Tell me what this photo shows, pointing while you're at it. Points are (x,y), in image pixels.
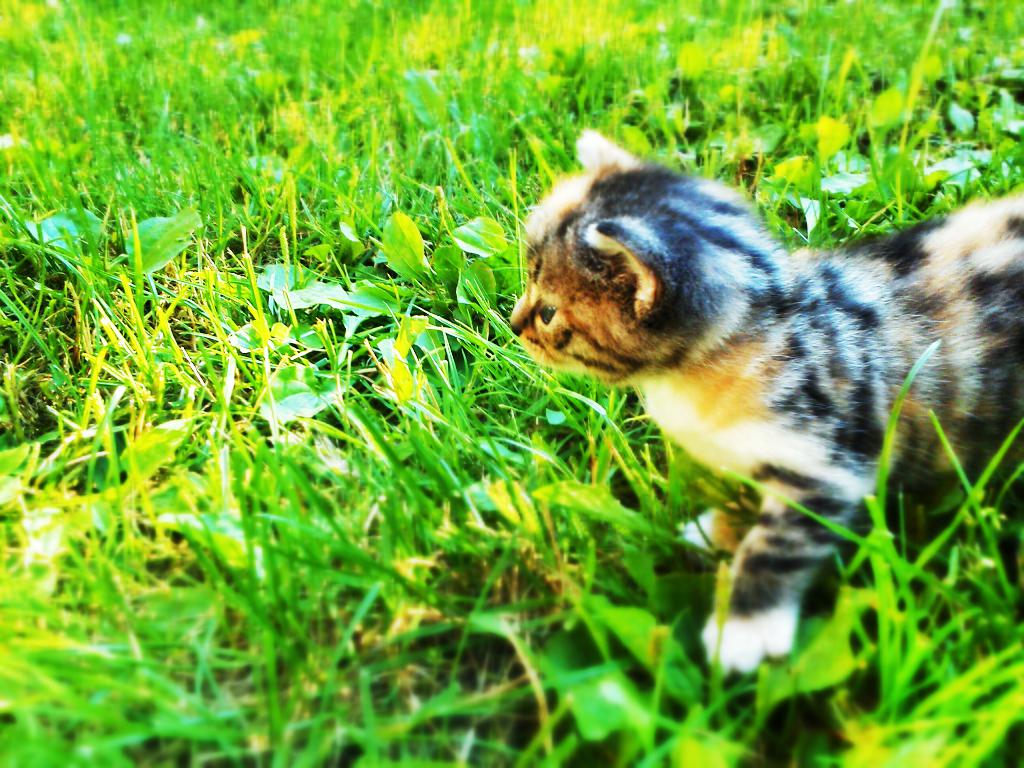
In the foreground of this image (812,426), there is a cat (821,423) on the grass (329,401).
